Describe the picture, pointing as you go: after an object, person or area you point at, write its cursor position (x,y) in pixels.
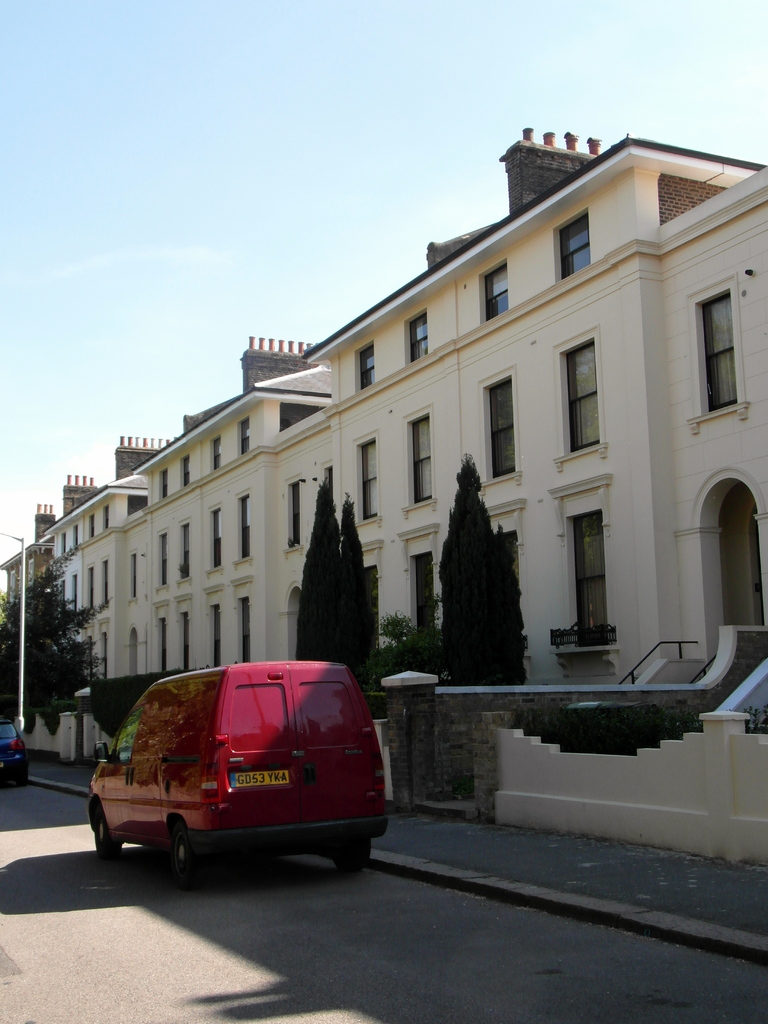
In this image we can see building (415,545), trees (453,535), pole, compound wall (677,760), sky (368,118) and vehicles (209,674). Vehicles (142,785) are on the road (69,862).
